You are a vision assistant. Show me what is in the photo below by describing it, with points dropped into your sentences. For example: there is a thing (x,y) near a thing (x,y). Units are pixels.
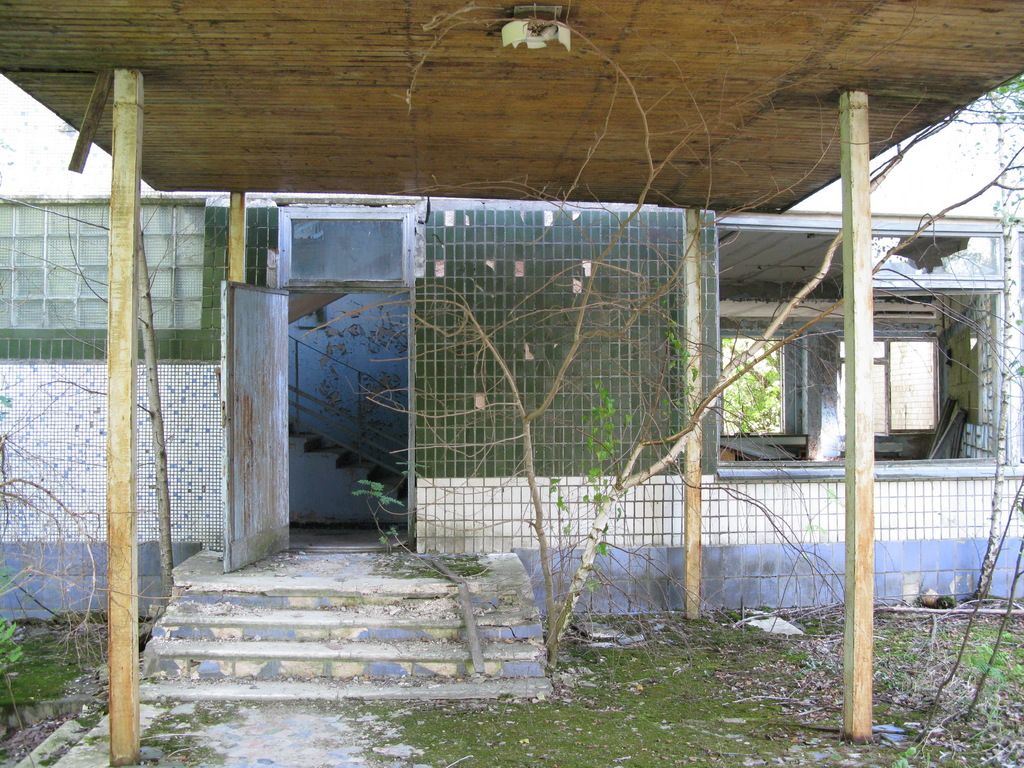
In this image it seems like there is an old house (542,339) in the middle (512,392). In front of it there is a wooden shelter (211,149). On the floor (622,721) there is grass (705,685) and some stones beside it.
